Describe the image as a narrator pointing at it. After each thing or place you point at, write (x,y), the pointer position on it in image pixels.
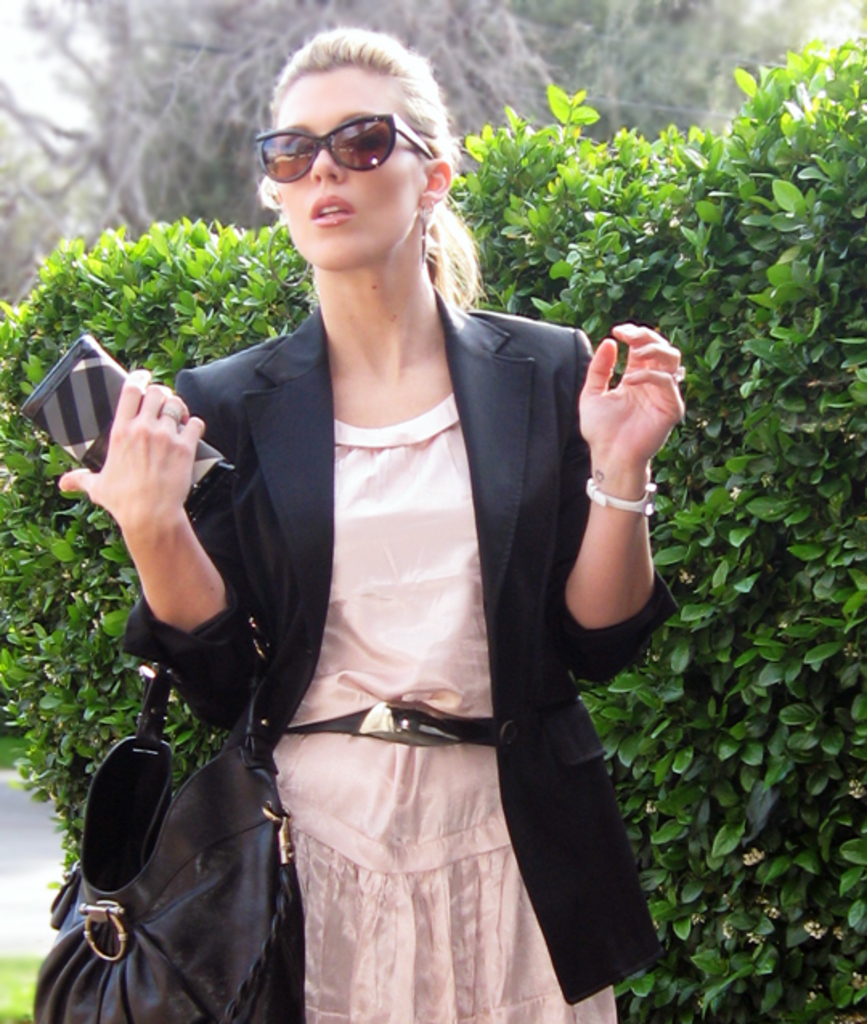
This image consists of a woman (242,420) wearing shades (336,145) and black jacket (200,515). In the background (839,896), there are plants (712,937). And she is holding a mobile (89,442).
